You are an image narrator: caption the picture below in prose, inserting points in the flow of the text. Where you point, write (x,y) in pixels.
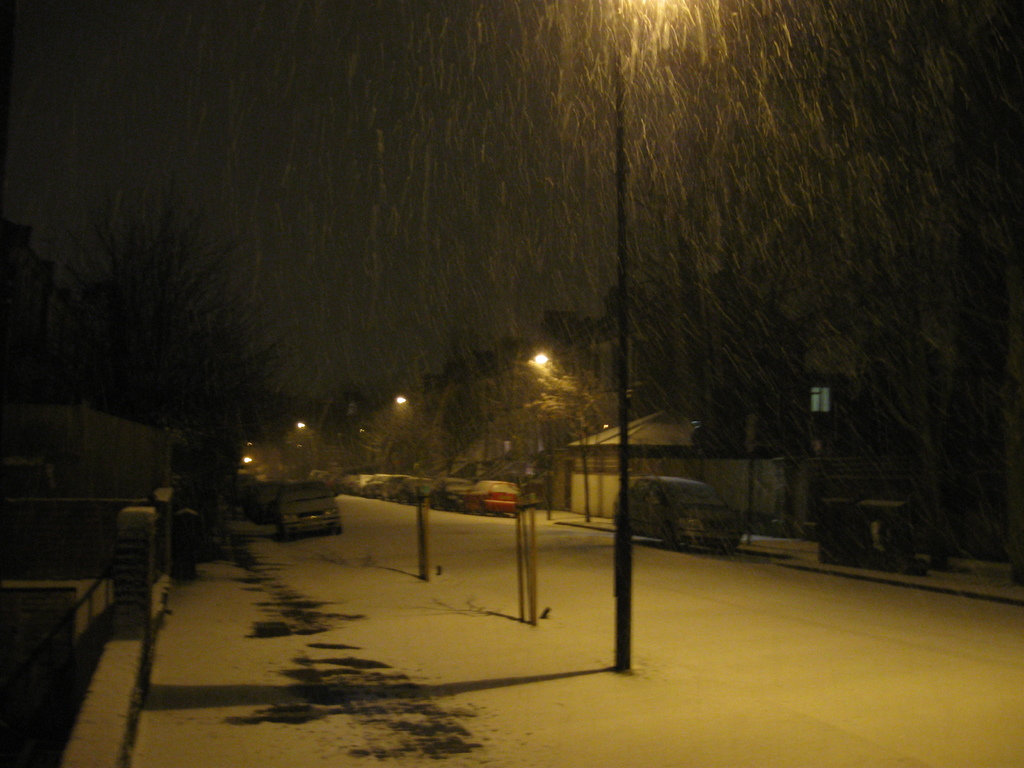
There are some cars (514,489) parked on the road (583,551) as we can see at the bottom of this image (495,527). We can see there are some trees (165,232) at the top of this image (122,255).
